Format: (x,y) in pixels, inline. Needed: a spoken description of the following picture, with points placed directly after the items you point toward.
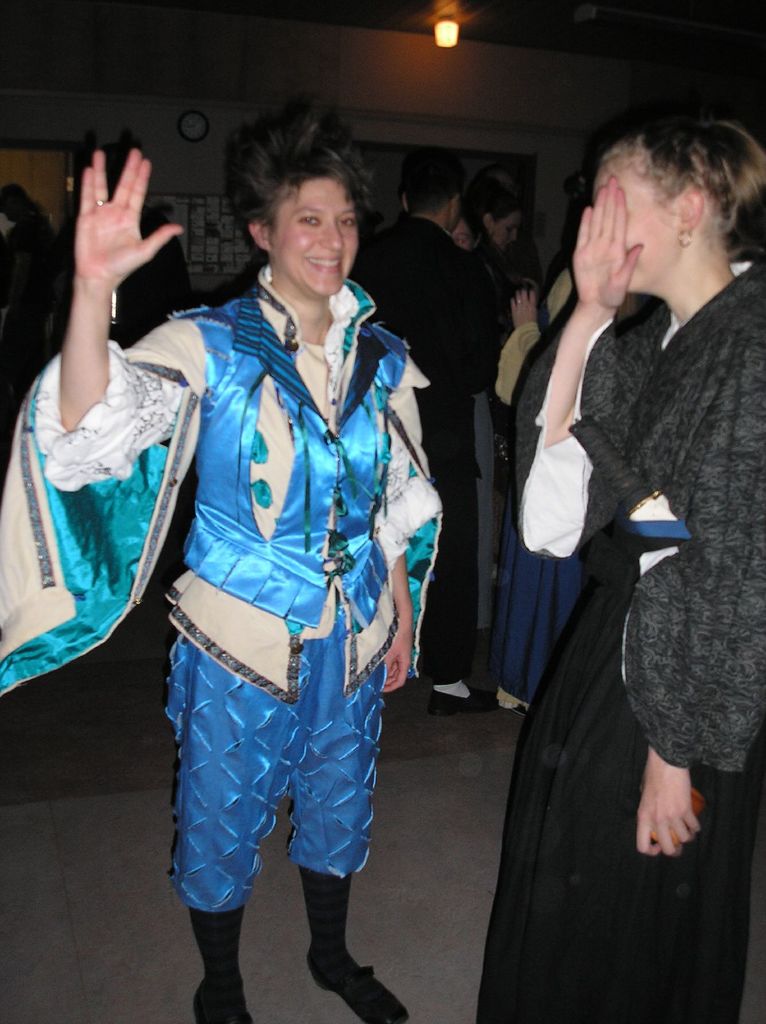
In this image we can see a group of people (692,683) standing on the floor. In the background of the image (234,237) we can see some papers (241,249) on a board (222,225) and a clock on the wall (213,88). At the top of the image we can see a light (453,25).
